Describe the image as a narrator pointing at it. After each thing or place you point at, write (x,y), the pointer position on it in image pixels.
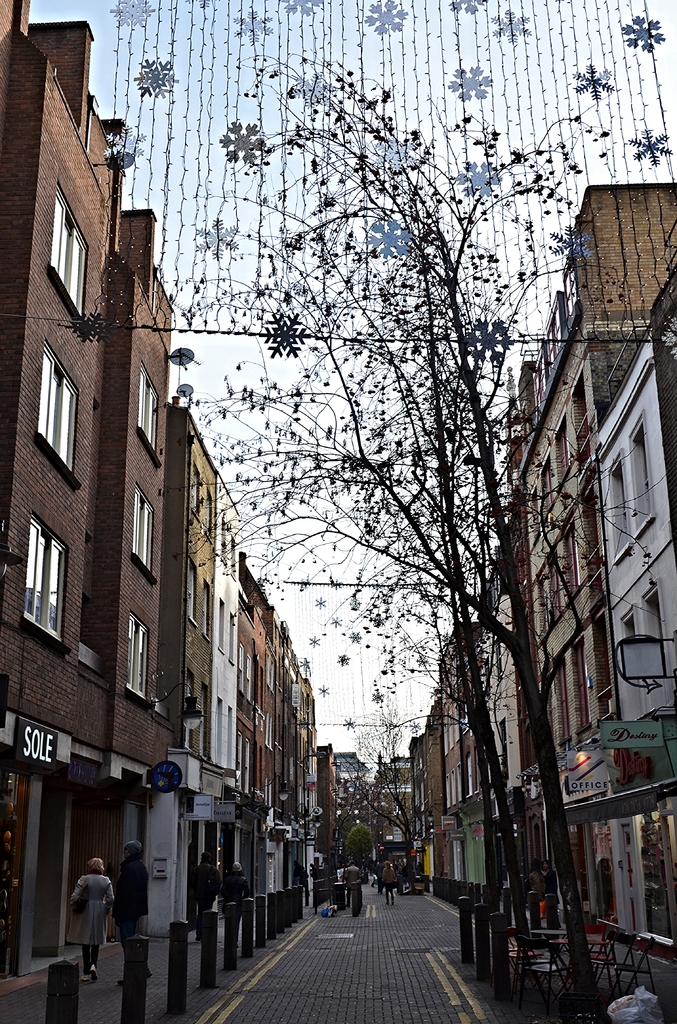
In this picture there are buildings (19,353) on the right (575,736) and left side of the image (105,593), there are windows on it and there are people (549,869) at the bottom side of the image (400,864), there are trees (426,573) on the right side of the image (471,655).
